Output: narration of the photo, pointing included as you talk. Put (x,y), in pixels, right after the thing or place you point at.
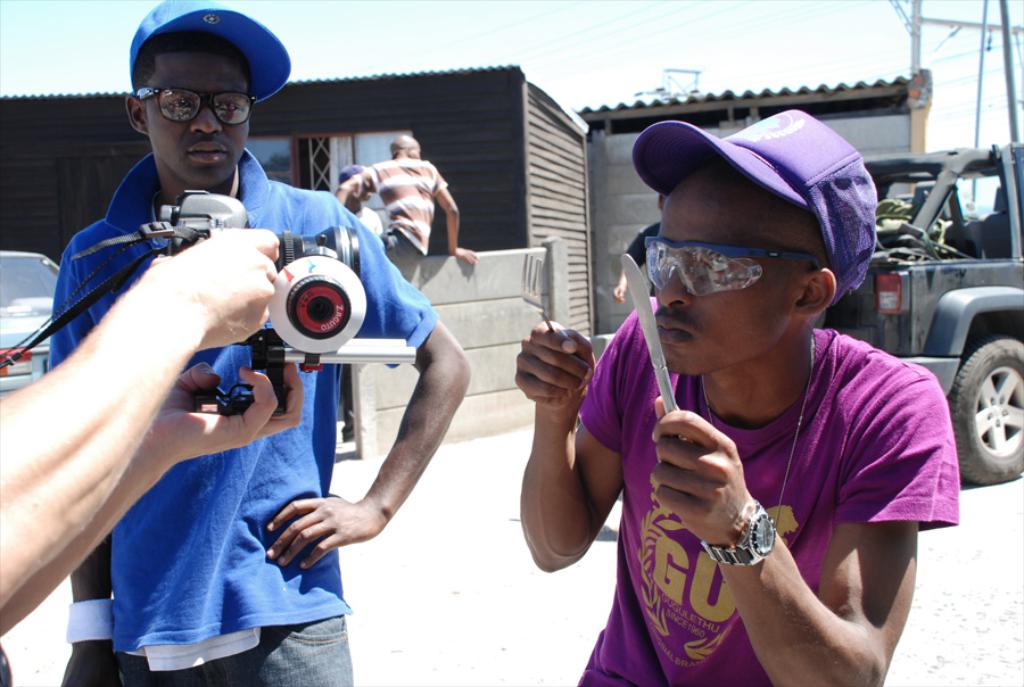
This picture describes about group of people (217,64), few people (203,78) wore caps (190,23) and spectacles (169,98), on the left side of the image (153,457) we can see a person (249,288) is holding a camera (279,293), in front of the camera (278,369) we can see a man (684,319), he is holding a fork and knife (641,307), in the background (955,320) we can find few cars (978,205), poles (1013,82) and buildings (526,134).
